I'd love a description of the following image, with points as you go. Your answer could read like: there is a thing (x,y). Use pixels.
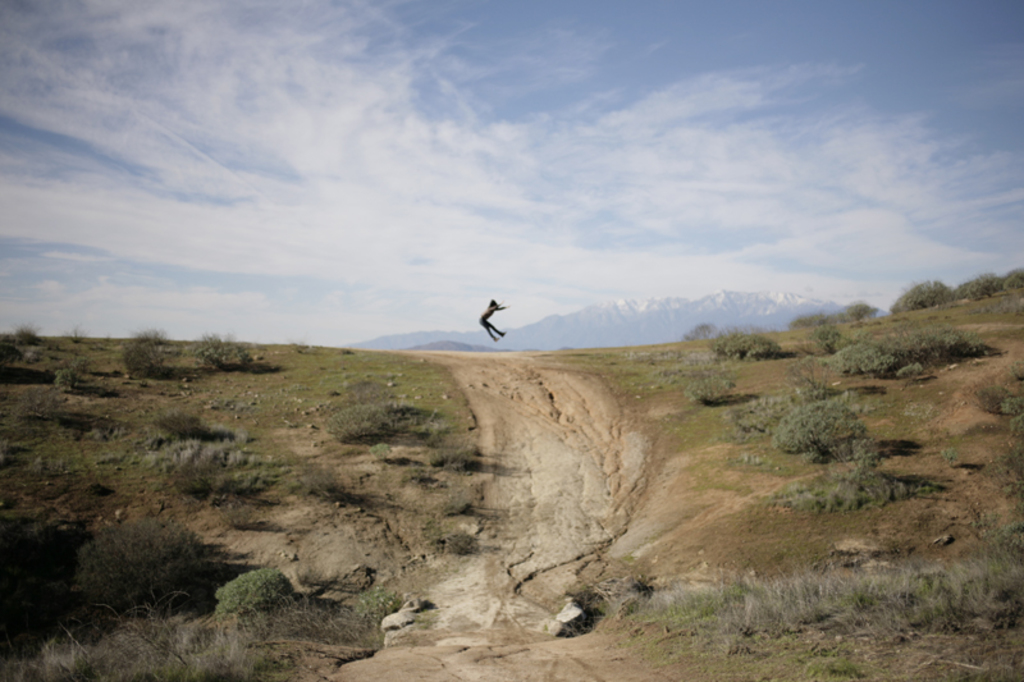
In the image we can see there is a person (491,315) jumping in the air and the ground (424,426) is covered with plants (994,664).
